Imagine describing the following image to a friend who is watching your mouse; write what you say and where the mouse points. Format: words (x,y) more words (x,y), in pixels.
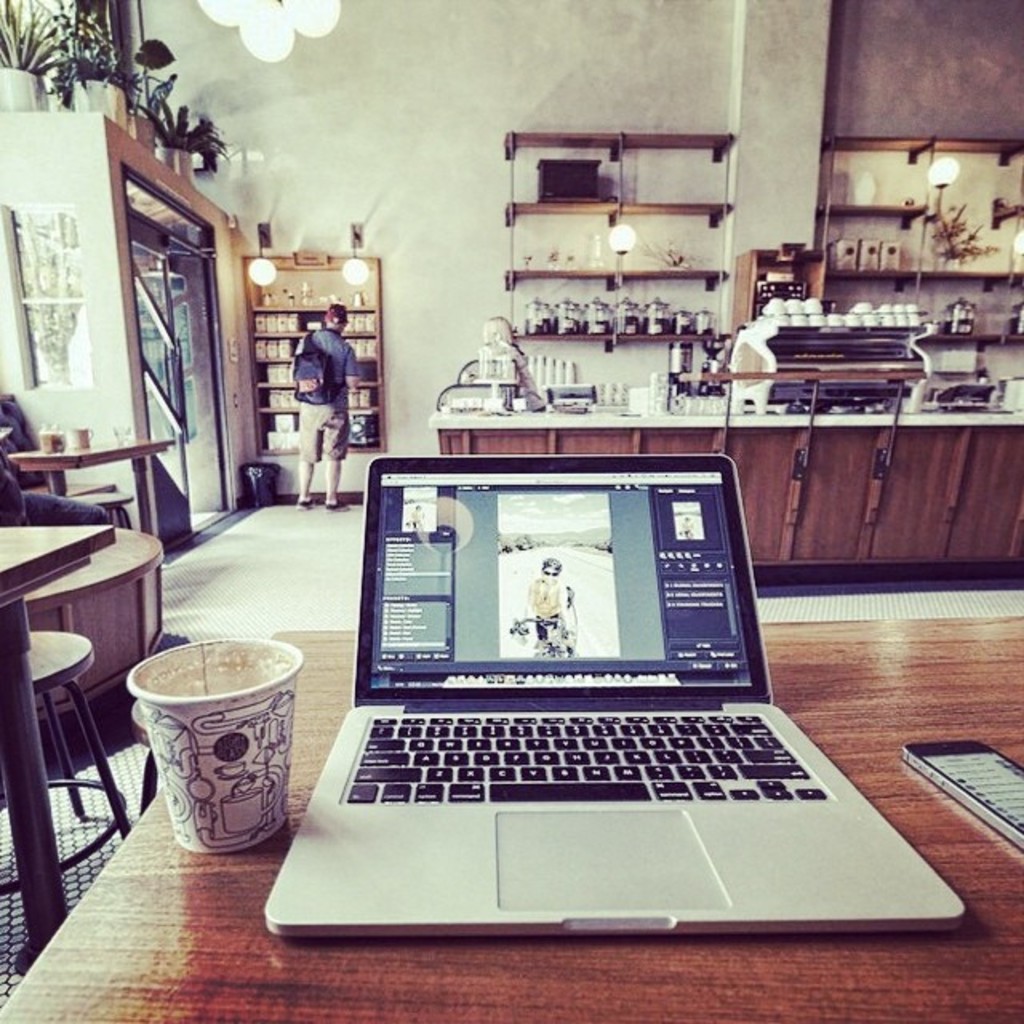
In this picture we can see laptop (602,818) and aside to that glass (211,698) and another side mobile (1012,816) placed on a table (858,628) and in background (308,464) we can see man (328,465) carrying bag (305,361) standing in front of the racks (263,330) and we have flower pots (76,105) with plants (64,55), wall (430,111), light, table (536,410) full of some items (654,407), stool (50,671).
